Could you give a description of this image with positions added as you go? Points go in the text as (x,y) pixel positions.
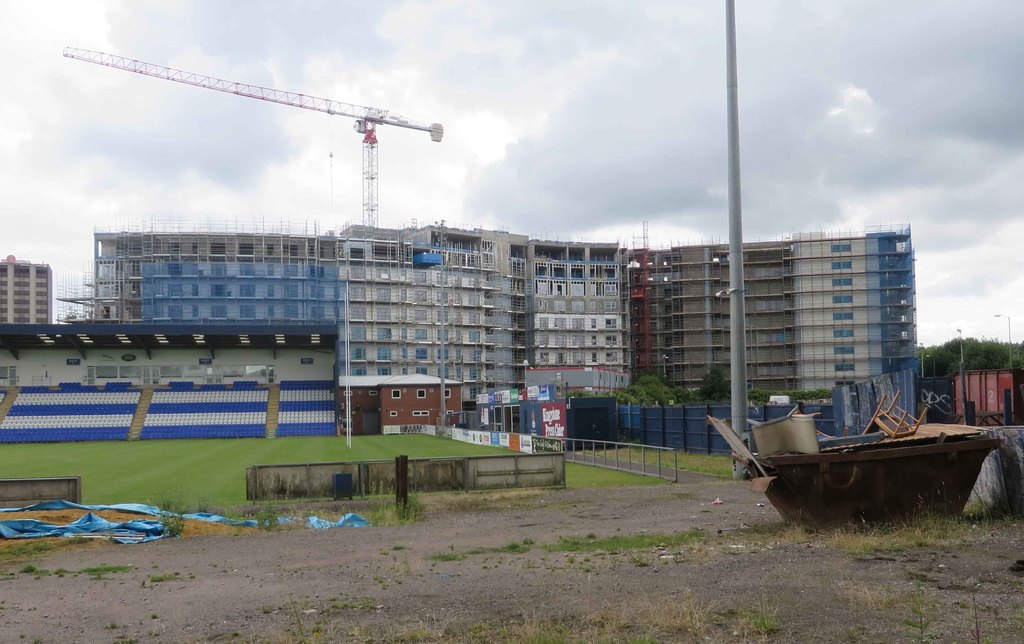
In this picture we can see a chair (898,434), poles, buildings (478,288) with windows (396,398), fence (625,437), banners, grass (374,438) and in the background (1009,95) we can see the sky (545,45) with clouds (492,164).
